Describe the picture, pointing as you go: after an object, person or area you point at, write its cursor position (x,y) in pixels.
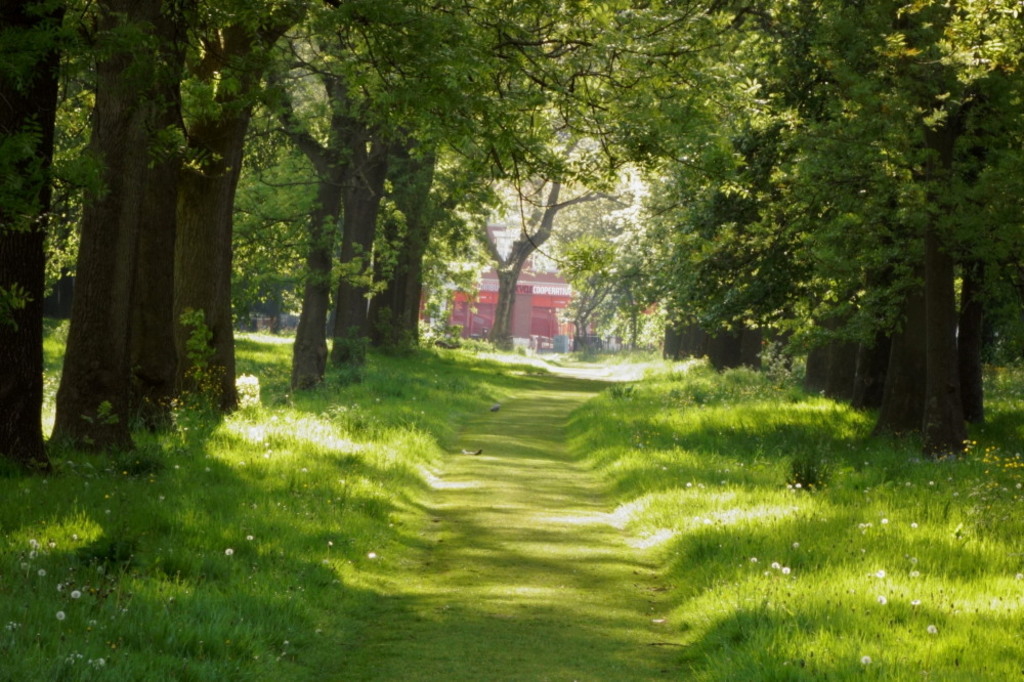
In this picture I can see the green grass (408,475). I can see the walkway (566,503). I can see trees (419,269) on the left side (275,278) and right side (731,310).
